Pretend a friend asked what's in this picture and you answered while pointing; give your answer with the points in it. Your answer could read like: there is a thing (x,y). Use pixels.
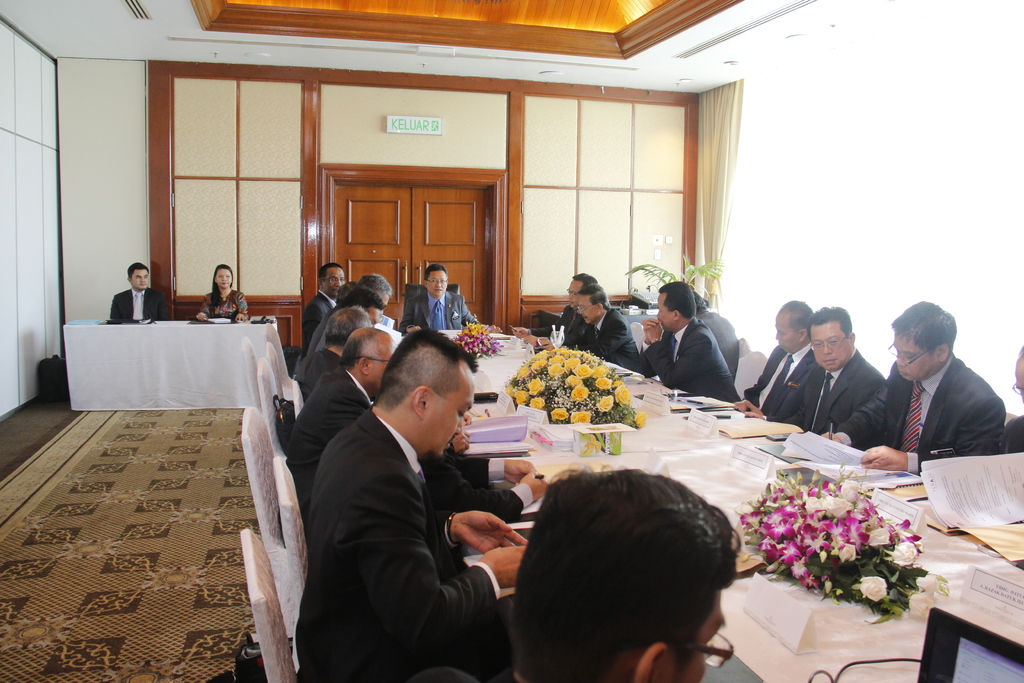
As we can see in the image there is a white color wall (128,186), door (412,192), few people (435,280) sitting on chairs (554,317) and there is a table (848,623). On table (983,559) there are papers (986,479), books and bouquets (591,420).
